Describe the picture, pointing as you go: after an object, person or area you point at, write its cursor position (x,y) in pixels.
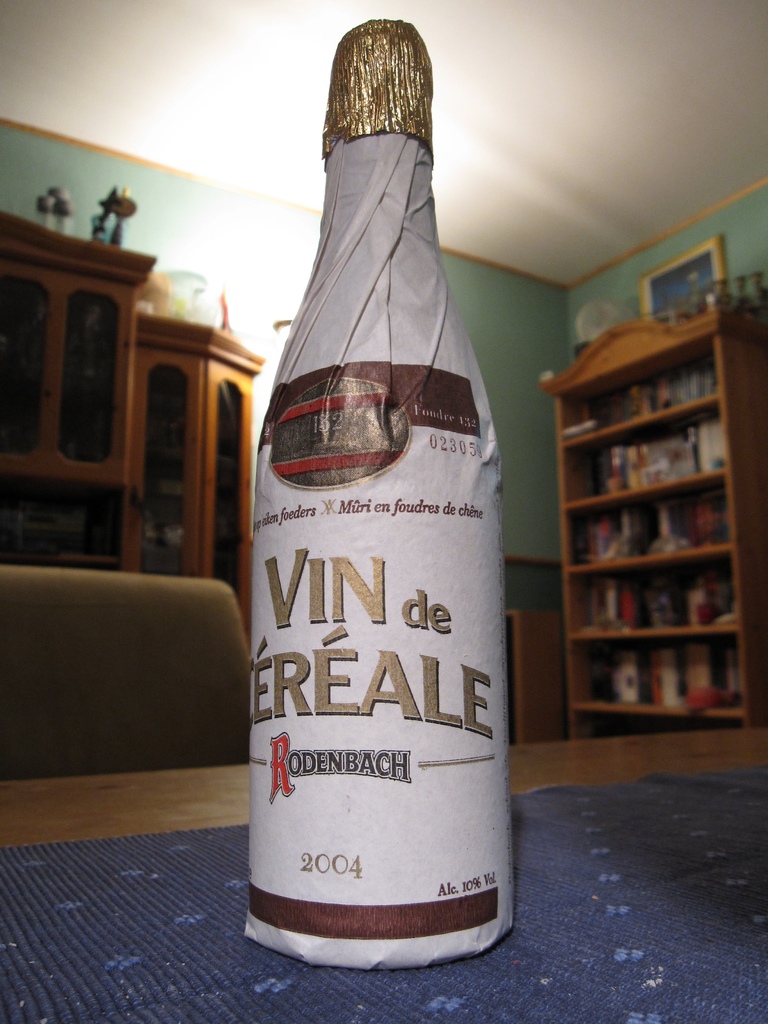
In the middle of the image (381,529) we can see a bottle (437,737) on the table (528,846), in the background (625,536) we can find few things (654,479) in the racks (625,585), also we can see a frame (657,272) on the wall (475,326).
